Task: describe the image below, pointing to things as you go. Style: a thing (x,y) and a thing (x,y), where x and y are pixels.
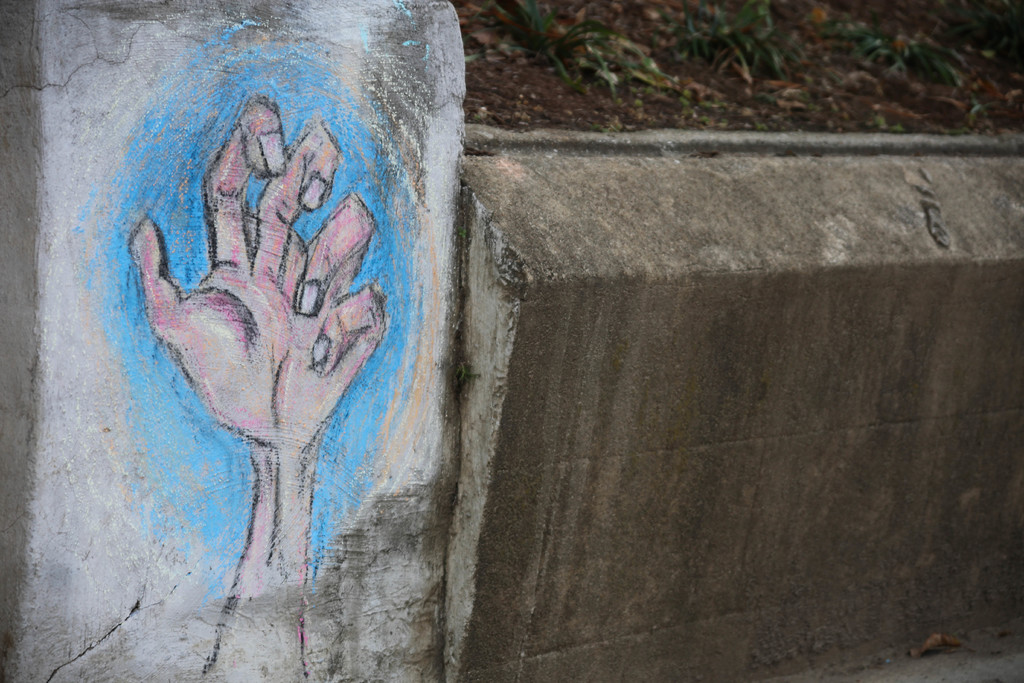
In this image, we can see the wall (680,466) and there is a painting (136,301) of hand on the wall (568,132).
